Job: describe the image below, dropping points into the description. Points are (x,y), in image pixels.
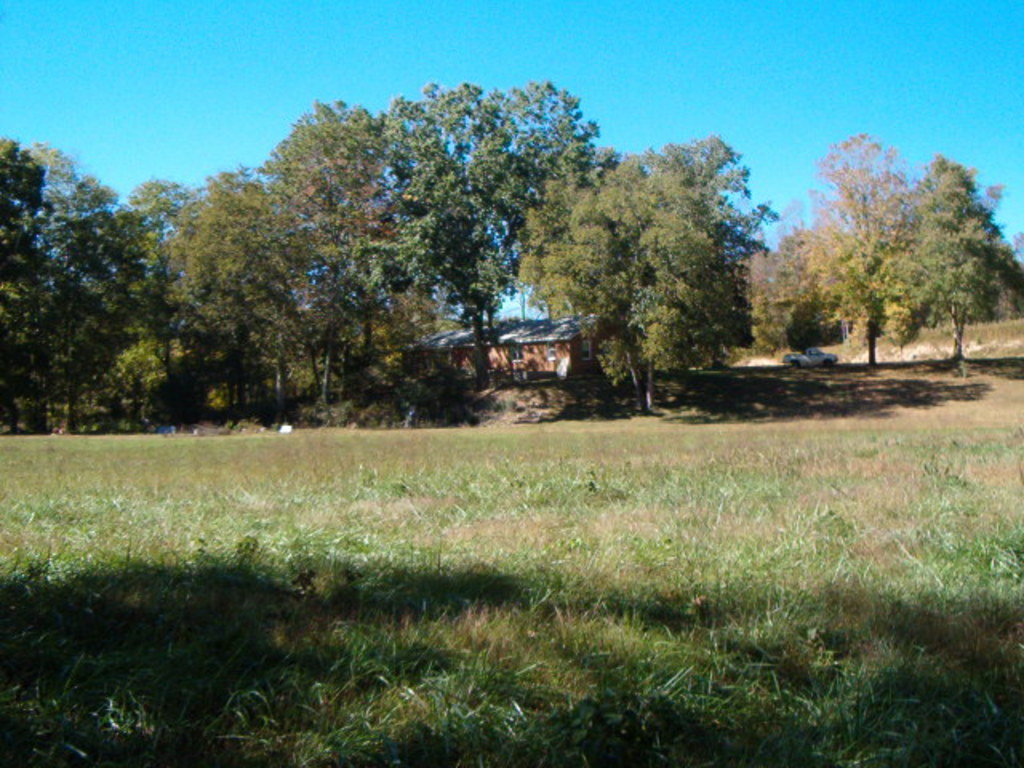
This picture is clicked outside. In the foreground (479,581) we can see the green grass (526,539). In the center (575,300) we can see the trees (844,297) and vehicle (827,355) seems to be running on the ground (855,364). In the background (538,372) there is a house (537,353) and the sky (965,75).
